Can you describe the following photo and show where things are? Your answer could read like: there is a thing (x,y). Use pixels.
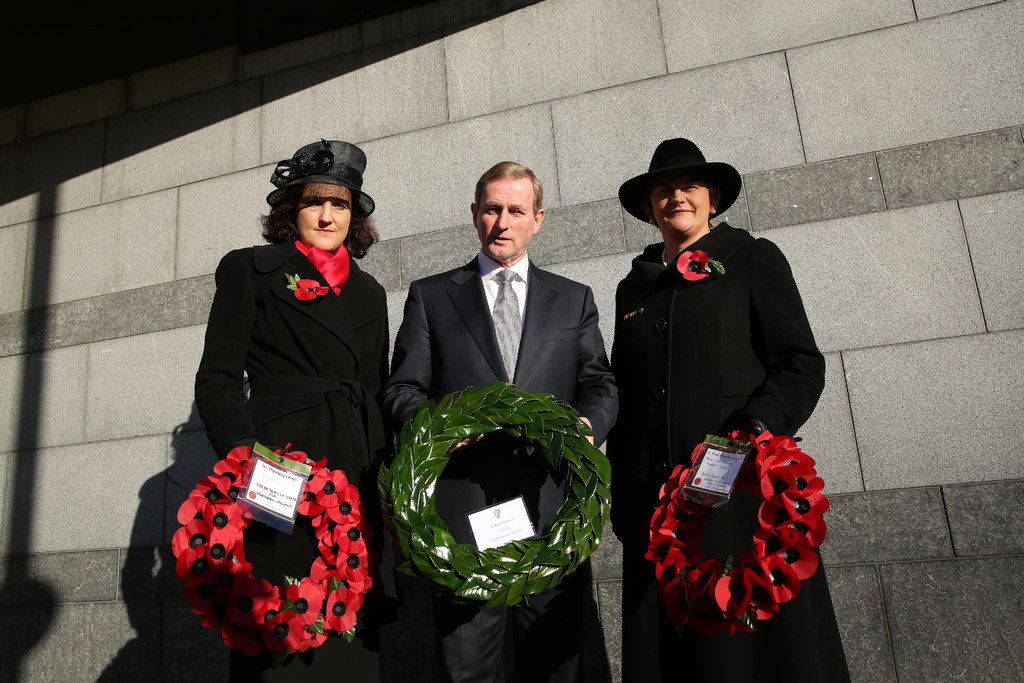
In this image I can see three persons (455,385) wearing, black, white and red colored dresses (437,337) are standing and holding garlands (582,457) in their hands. In the background (818,285) I can see the wall (870,189) which is made up of bricks (873,243) which is grey and ash in color.
